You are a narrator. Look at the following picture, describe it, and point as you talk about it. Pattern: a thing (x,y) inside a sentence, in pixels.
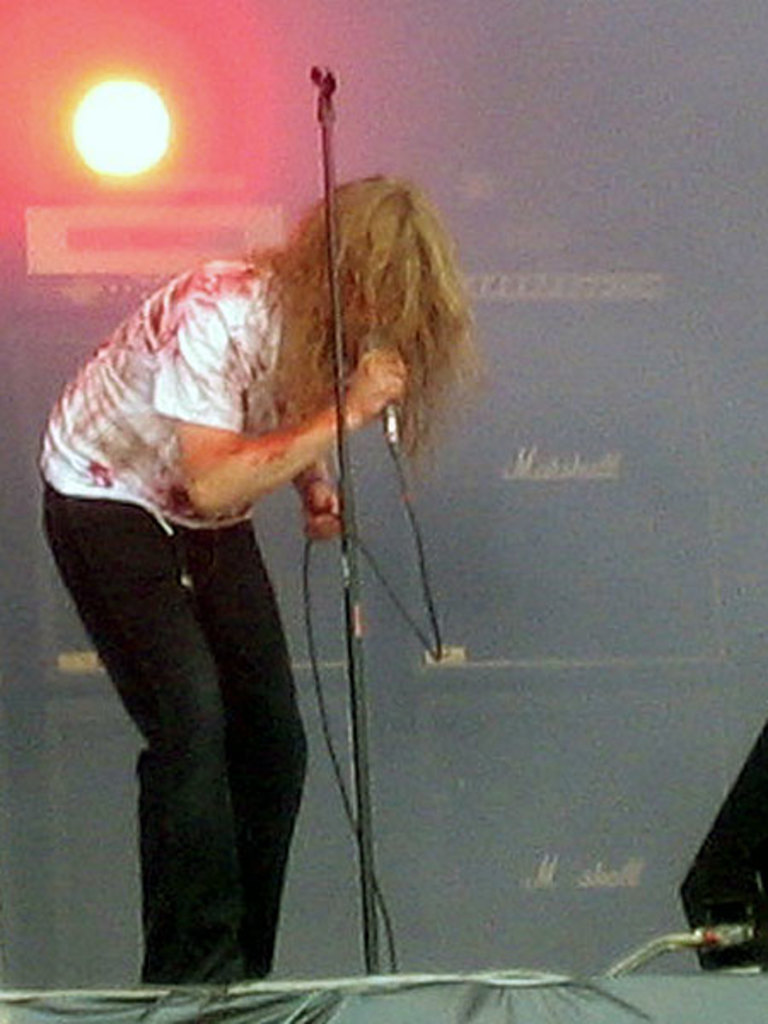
In this picture we can see a person (283,355) holding a microphone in hand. There is a stand (370,913). We can see a loudspeaker (695,878) on the right side (707,848). There is a light (128,101) and a text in the background (95,154).
